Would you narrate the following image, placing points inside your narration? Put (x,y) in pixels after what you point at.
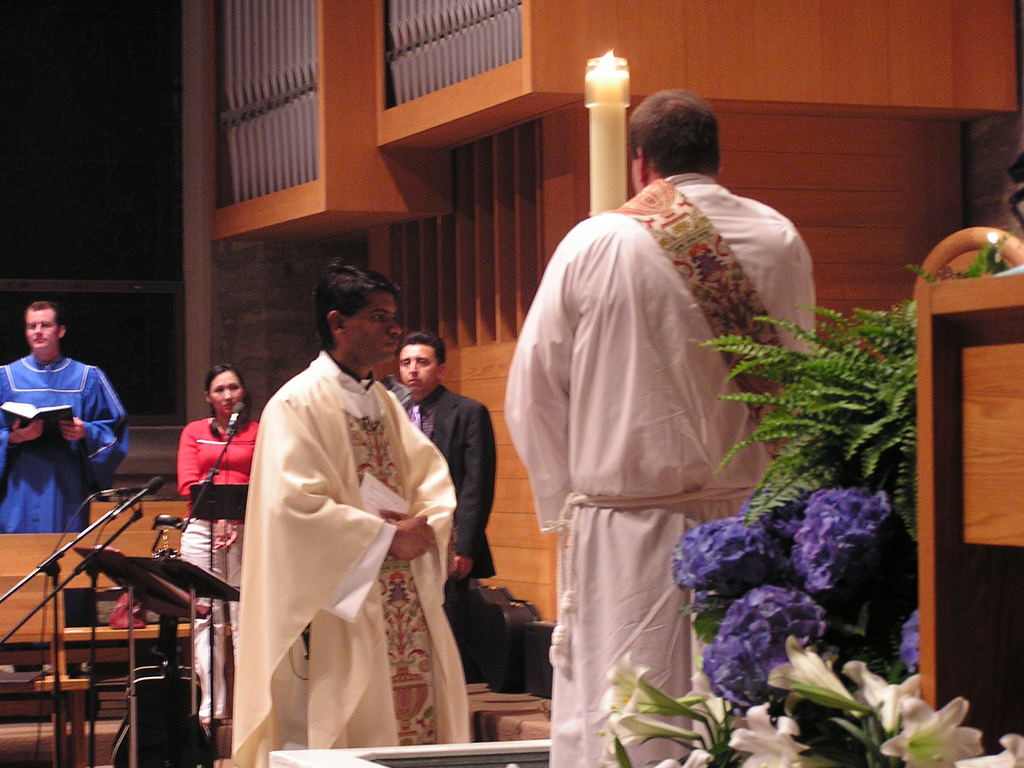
In this picture I can see some people (362,621) are standing and holding books (383,498), side there is a wall (551,209) and some flower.
